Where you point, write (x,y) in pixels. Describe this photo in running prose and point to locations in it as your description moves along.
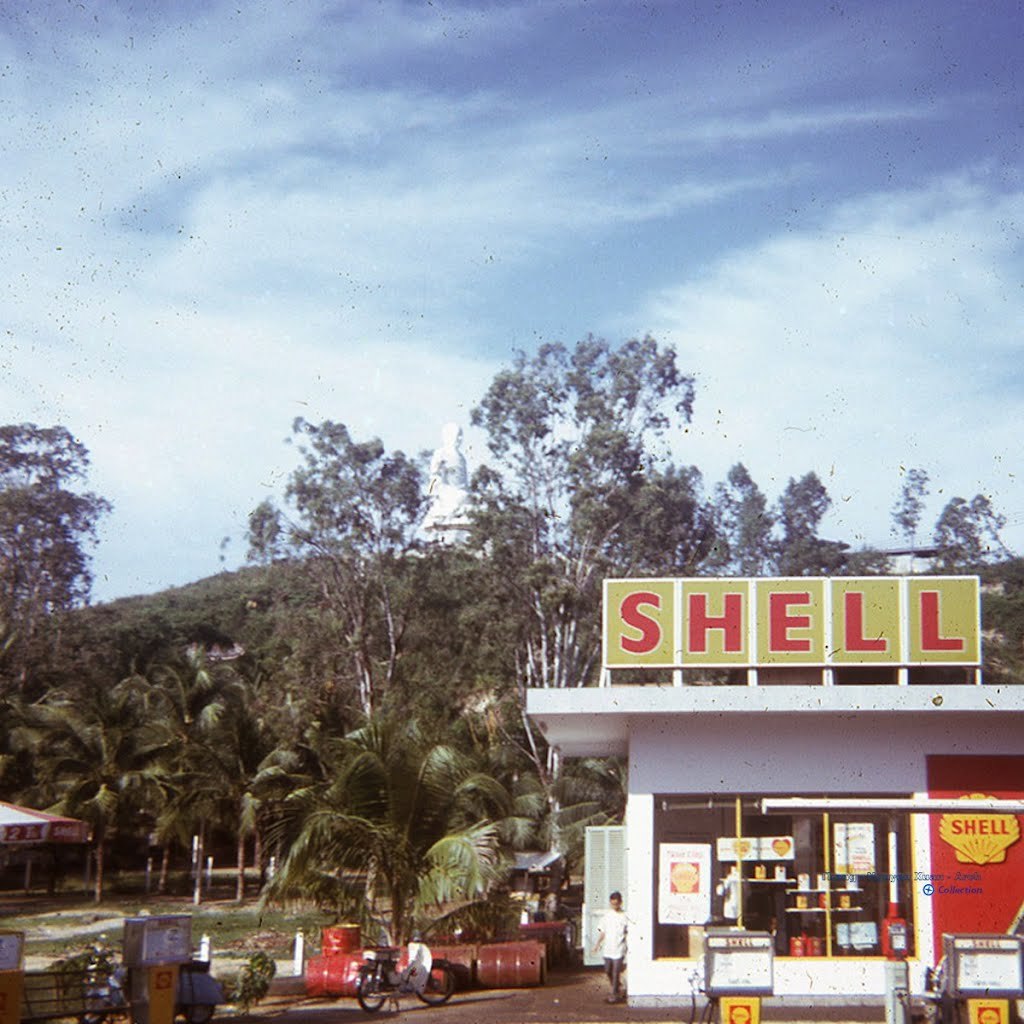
In this picture we can see a store (844,813) here, in the background (570,666) there are some trees (598,624), we can see a motorbike (381,965) here, there is a person (619,955) standing here, there is the sky (249,198) at the top of the picture (369,205), we can see a board (813,611) here, at the bottom (230,927) there is some grass (196,928).
